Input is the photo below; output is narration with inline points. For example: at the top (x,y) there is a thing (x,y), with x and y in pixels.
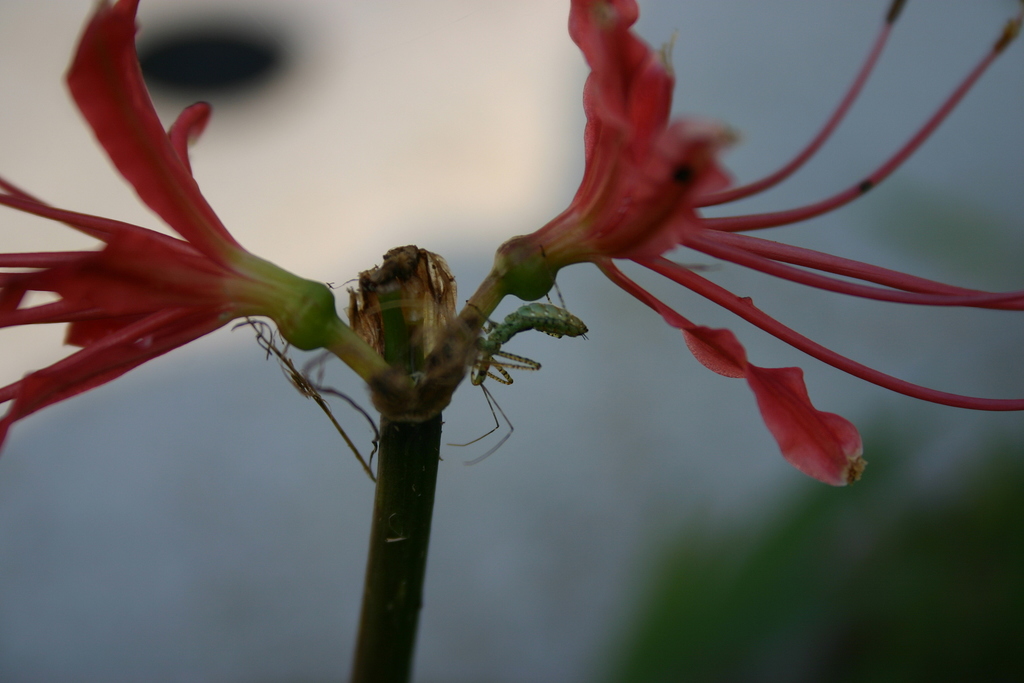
In the foreground of the image (198,230) there is a plant (381,324) with flowers (534,273). The background of the image (458,230) is blur.
